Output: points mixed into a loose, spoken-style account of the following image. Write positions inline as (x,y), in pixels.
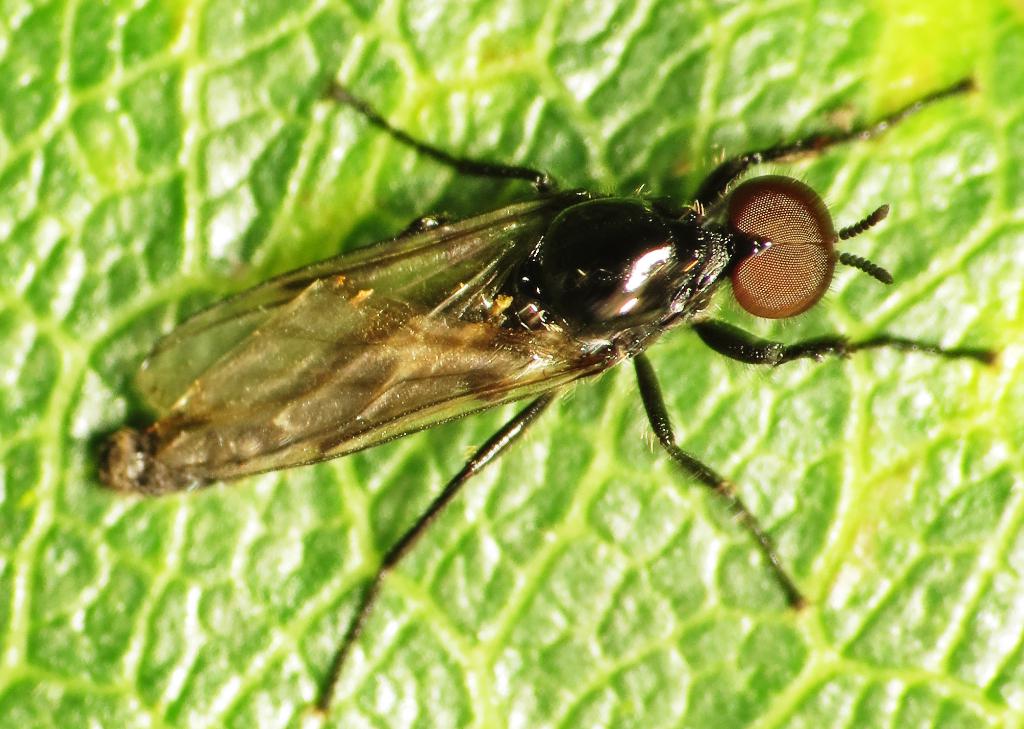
This is a zoomed in picture. In the center (531,370) there is an insect (186,413) on a green color object (790,504) seems to be the leaf (635,558) of the plant (577,125).
